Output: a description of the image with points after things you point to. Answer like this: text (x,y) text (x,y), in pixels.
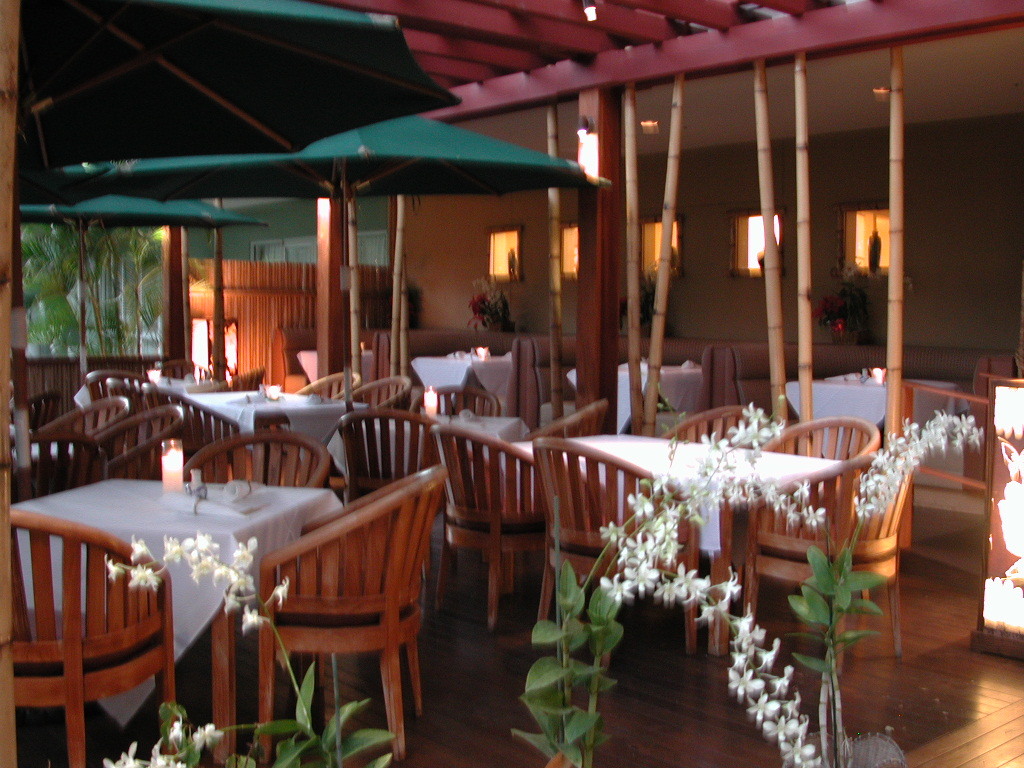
In this image there are tables (311,408) and chairs (756,597). At the bottom (217,739) there are plants (773,500) and flowers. In the background (317,194) we can see parasols (386,124) and trees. There are lights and we can see windows (753,272).
